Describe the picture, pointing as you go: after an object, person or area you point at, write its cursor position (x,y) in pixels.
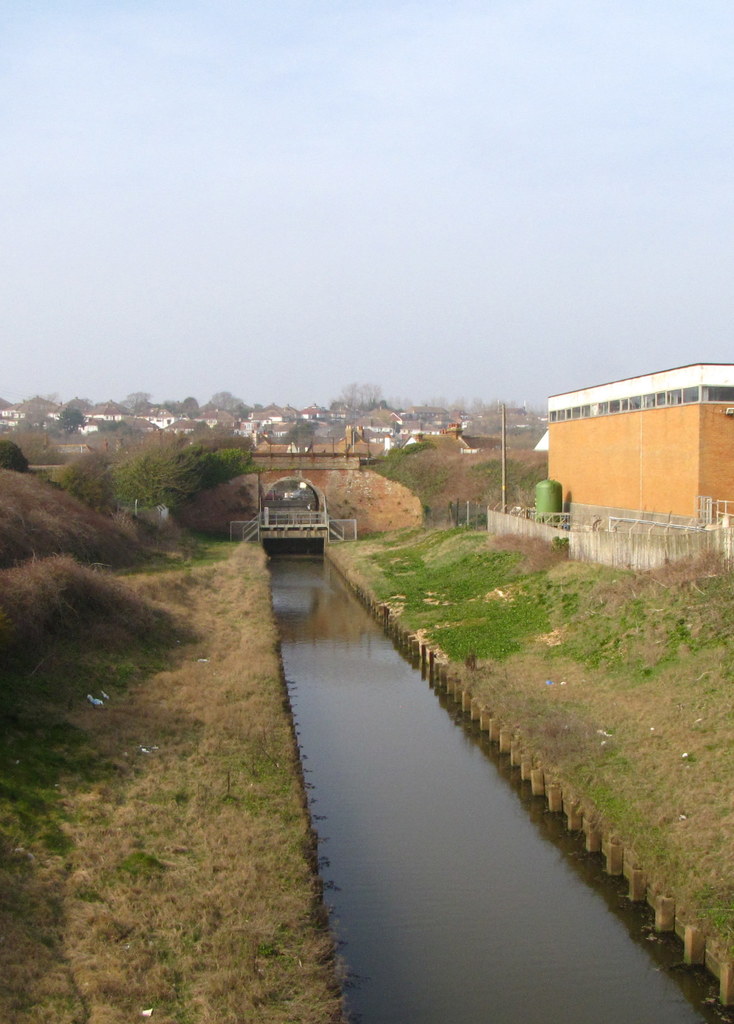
Here in this picture in the middle (297,576) we can see water (370,780) present on the ground (235,641) over there and we can also see a bridge (343,509) present in the far and on the right side (683,417) we can see a house (644,500) present and we can see the ground (64,664) is fully covered with grass (534,624) over there and we can see trees (152,486) and plants (127,473) present here and there and we can see clouds (265,263) in the sky (297,308).
